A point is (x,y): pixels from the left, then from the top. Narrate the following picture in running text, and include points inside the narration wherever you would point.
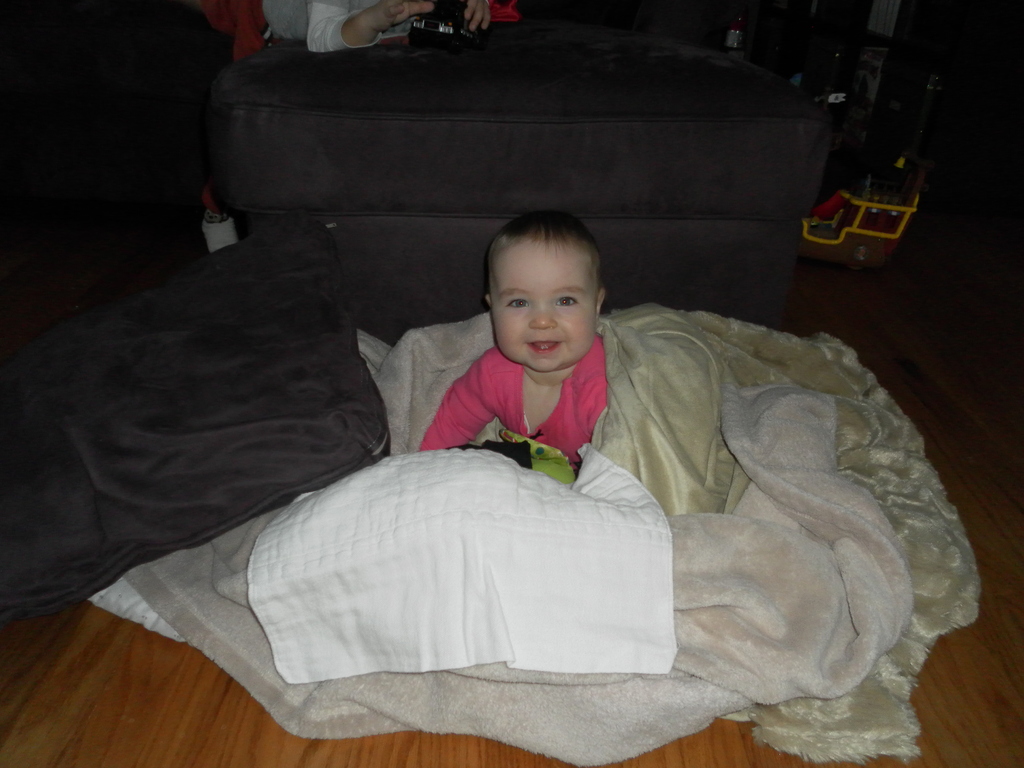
In this image we can see a baby (495,377) with blankets (632,452). Also there is a pillow (261,356). In the back (412,108) there is a sofa (583,104) and there is a toy (891,188). On the sofa (490,56) there is something and there is a person (379,28).
